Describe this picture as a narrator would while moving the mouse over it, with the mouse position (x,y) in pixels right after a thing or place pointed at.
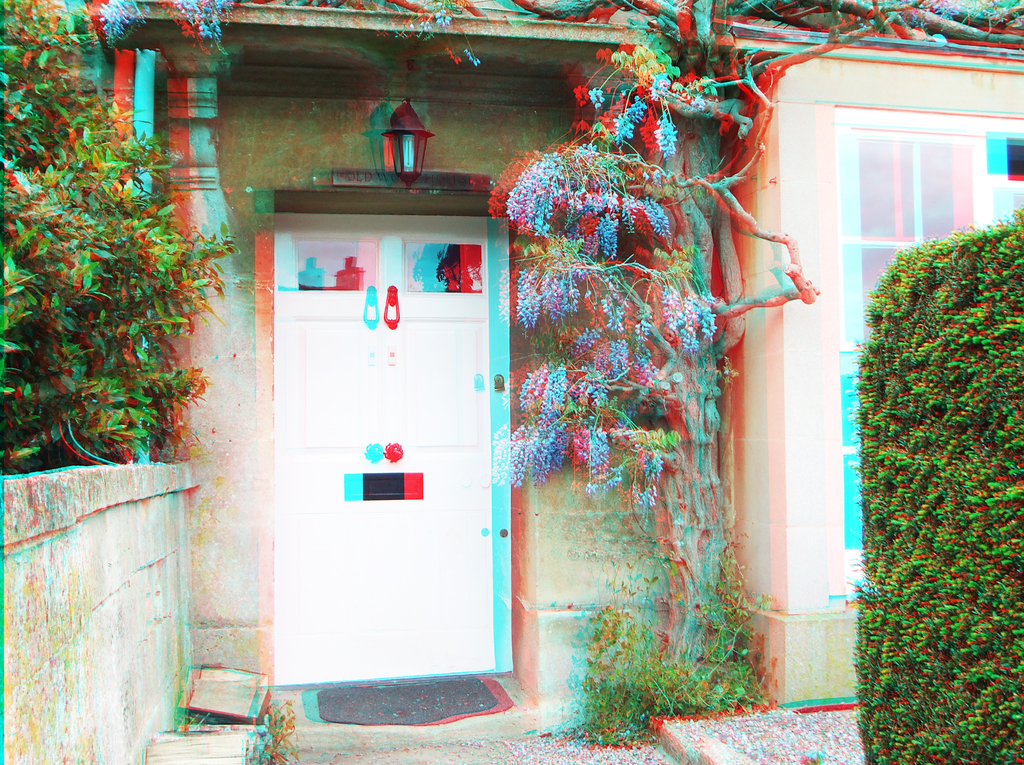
This might be an edited image, in this image in the center (376,391) there is a door (388,419) and also there are some plants (541,207), pillar (210,322), house glass window (908,216) and wall (189,655). At the bottom (362,746) there is walkway (365,732) there is a doormat (386,709) and some grass (610,704).
